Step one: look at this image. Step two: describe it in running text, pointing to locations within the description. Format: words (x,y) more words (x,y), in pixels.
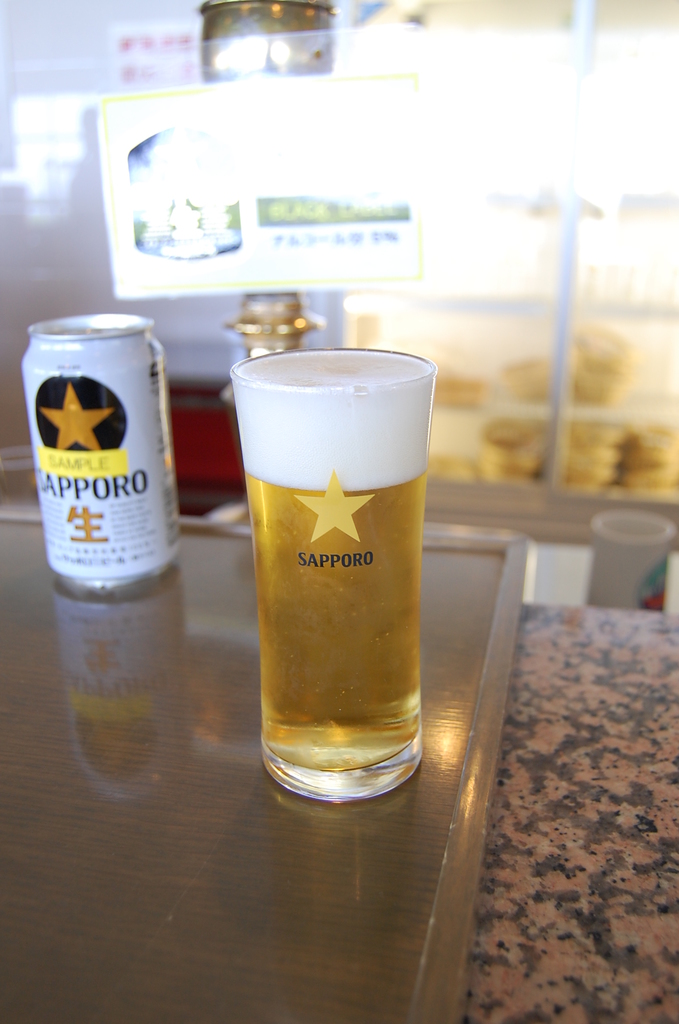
In this image we can see a can (71,448) and a glass (337,690) on a surface (243,813). Inside the glass (345,492) there is a drink (296,515). On the glass (355,517) there is a logo (314,500) and something written. On the can (82,407) there is a logo (85,419) and something written. In the back (240,170) there is a board (342,183). And it is looking blur in the background (487,291).
